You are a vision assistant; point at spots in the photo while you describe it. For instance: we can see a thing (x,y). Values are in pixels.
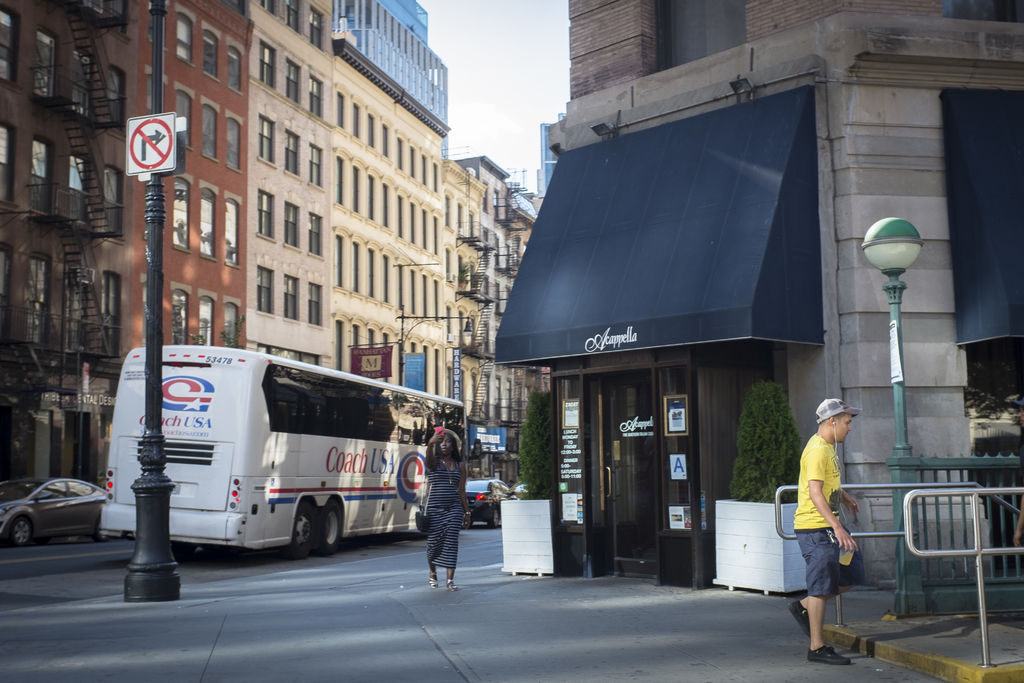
In this image I can see few vehicles (102,534) are on the road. To the side of the vehicles (170,525) I can see the board (162,155) to the pole (148,520) and two people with different color dresses (451,544). I can also see the plants (529,459) and the buildings (356,267) with windows (237,250). To the right (936,540) there is a railing (905,510). In the background (470,69) I can see the sky (463,100).
